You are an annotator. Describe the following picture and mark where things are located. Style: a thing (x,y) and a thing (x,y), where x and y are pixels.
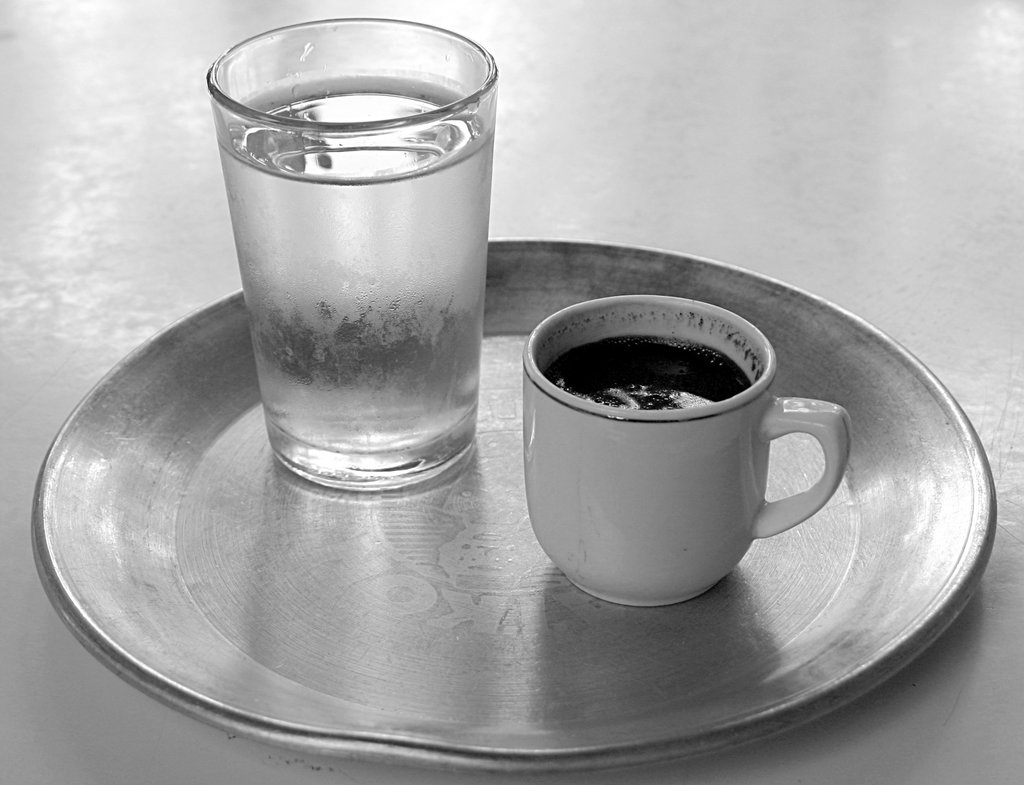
In this picture I can see a glass (445,226) and a cup (595,398) on the table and looks like a table (818,4) in the background (61,319).
